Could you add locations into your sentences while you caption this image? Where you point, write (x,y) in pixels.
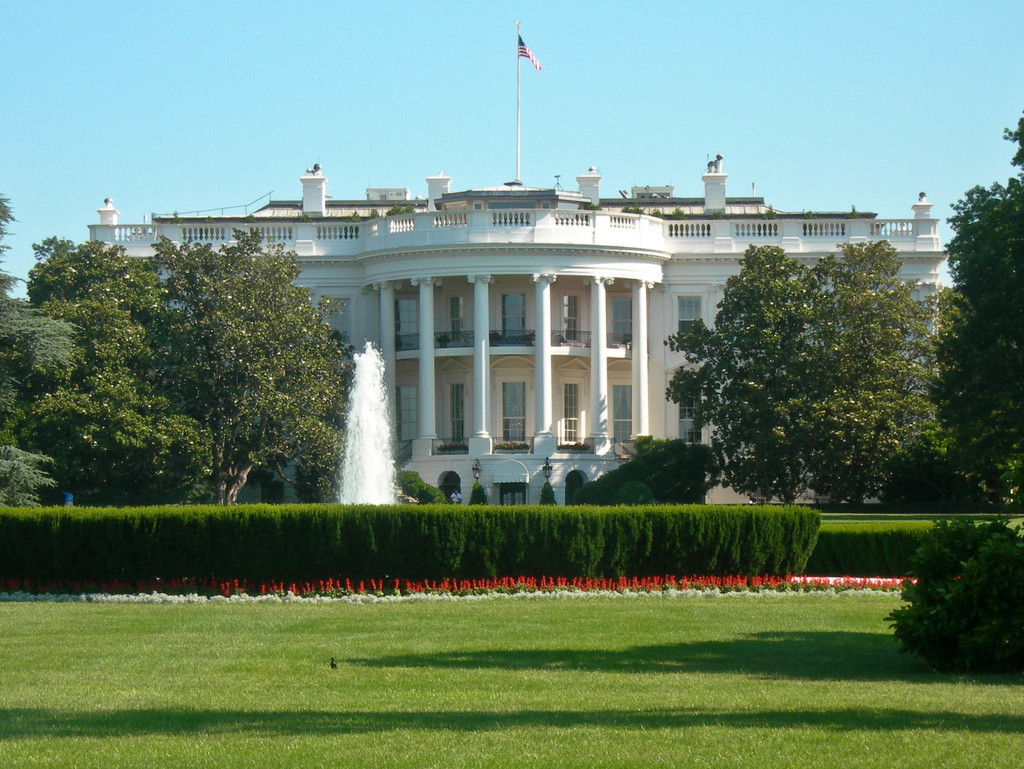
Here in this picture we can see white house (531,478) present on the ground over there and in the middle of it we can see a flag post (517,160) present and we can see trees (284,397) and plants (69,549) and bushes (319,544) all over there and in the front (386,459) we can see a fountain (385,497) present and we can see some part of ground (9,636) is covered with grass (631,720) over there.
